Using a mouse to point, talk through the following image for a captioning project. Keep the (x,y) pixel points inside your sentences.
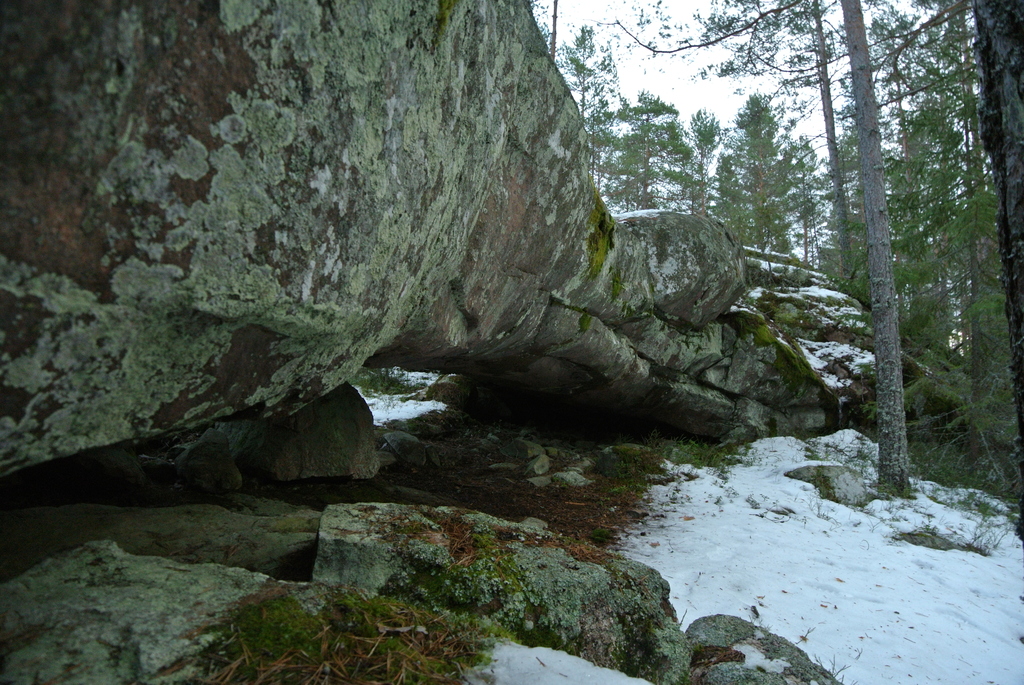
There is a huge rock (439,186) and around the rocks (518,381) there is a lot of snow (921,590) and tall trees (590,118).
